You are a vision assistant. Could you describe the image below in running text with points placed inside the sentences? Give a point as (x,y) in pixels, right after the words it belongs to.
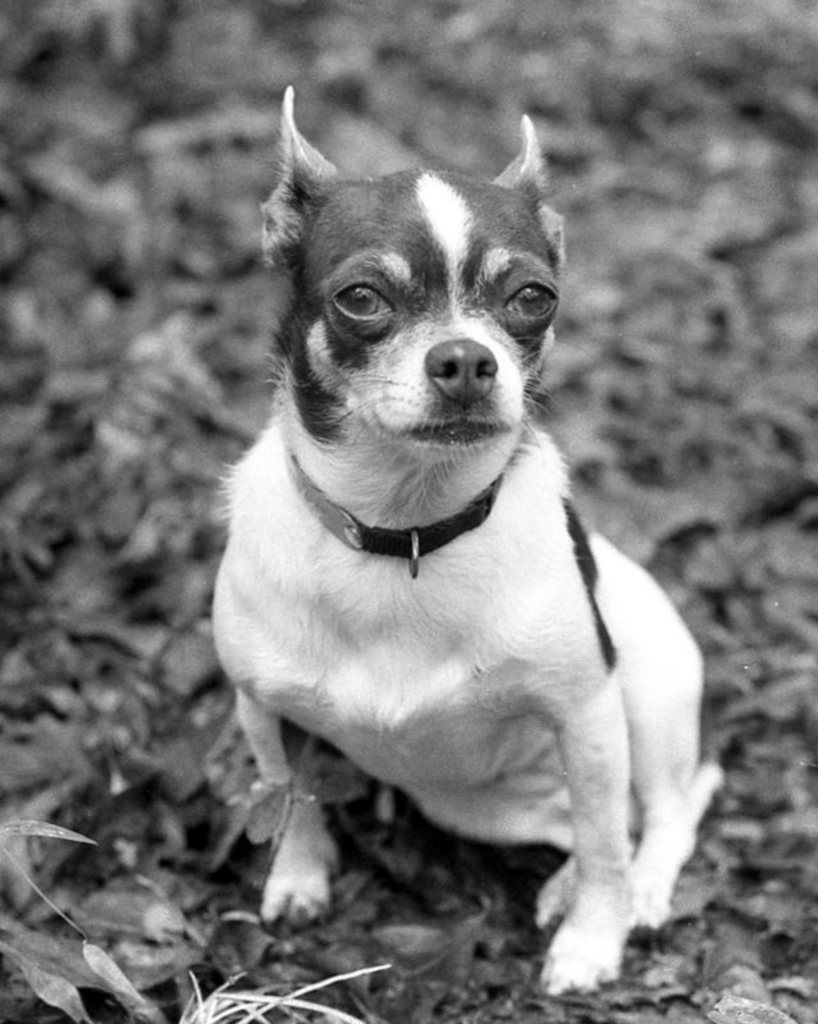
In this image we can see a dog (437,626) which is white in color.
